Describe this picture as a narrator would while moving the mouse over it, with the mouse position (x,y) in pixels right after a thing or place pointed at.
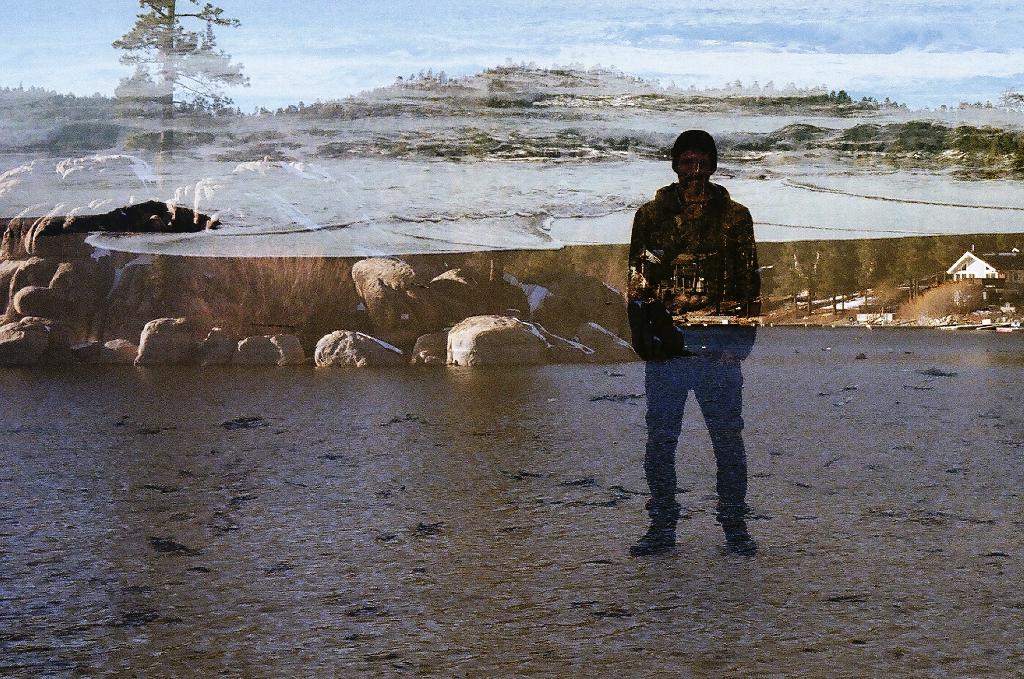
This image consists of a person (652,251), who is standing. There is a house (962,275) on the right side (988,270). There are trees (138,41) at the top (120,40). There is sky (601,22) at the top (874,5).
